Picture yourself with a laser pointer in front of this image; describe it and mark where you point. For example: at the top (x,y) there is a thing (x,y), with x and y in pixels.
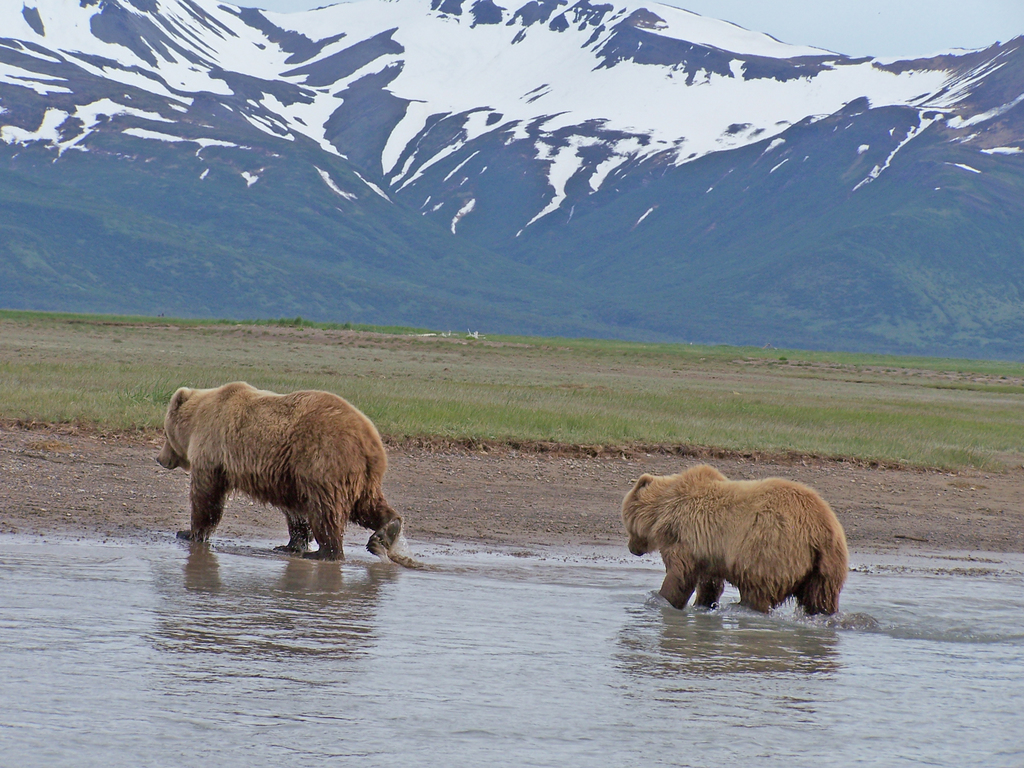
There are two bears (695,549) walking in the water (427,674). In the background (326,328) there is grass (635,410), hills (507,159) with snow (460,54) and sky (772,20).
